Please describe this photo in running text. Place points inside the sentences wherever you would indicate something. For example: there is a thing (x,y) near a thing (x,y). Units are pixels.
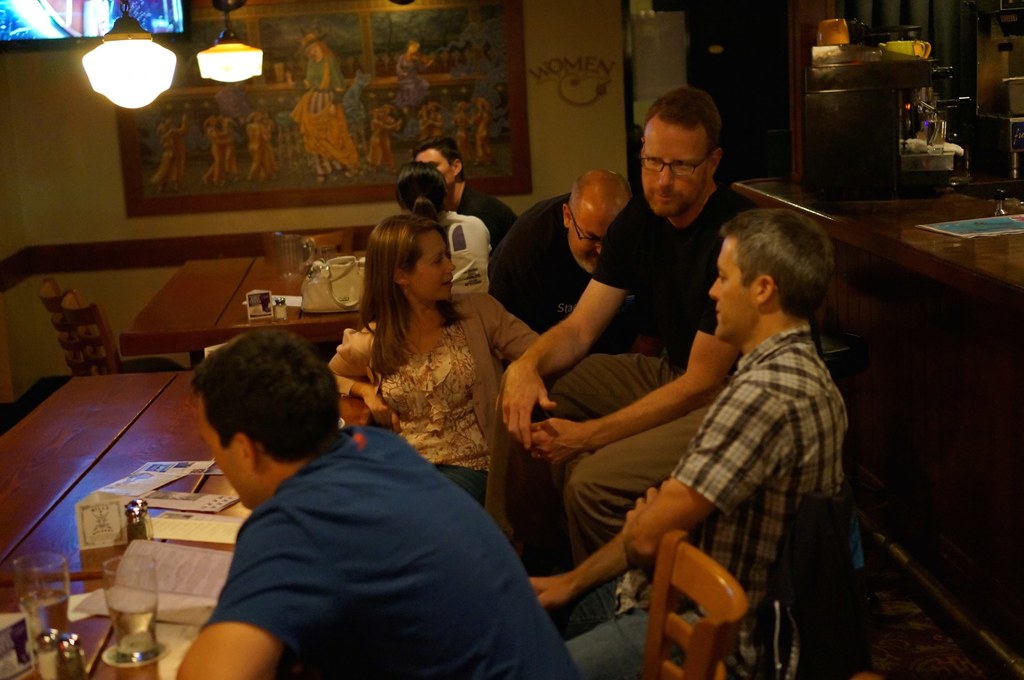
There are many people (438,362) sitting. There are two tables (189,417) and many chairs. On the table (144,380) there are papers (74,602), glasses (110,574), bag (315,279), and some other items (278,252). In the background (556,96) there is a wall (571,84) with a photo frame (332,90). On the ceiling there are lights (133,38). Also there is TV (50,23) on the wall (67,52). In the right side (899,216) there is a table (953,240). On the table (870,207) there is a paper (968,224) and some other items (883,77).
